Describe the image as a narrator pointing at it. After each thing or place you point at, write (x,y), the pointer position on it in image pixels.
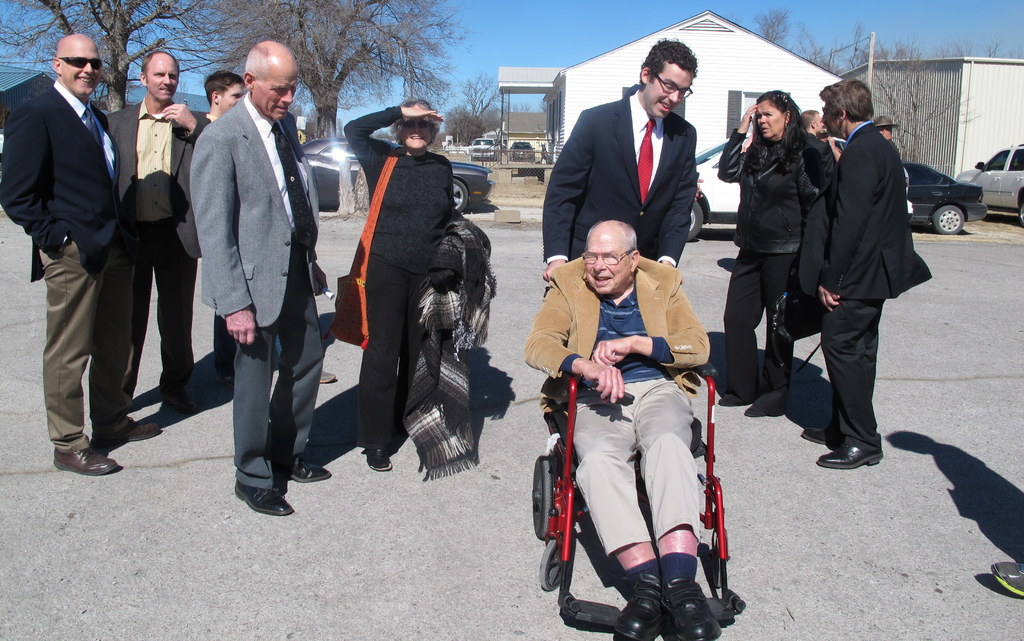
In the center of the image (438,230) there are people (438,230) standing. There is a person (633,382) sitting on wheelchair (549,507). In the background of the image (604,26) there are houses (554,112), trees (347,65), sky (612,13). At the bottom of the image (346,592) there is floor (273,601).
